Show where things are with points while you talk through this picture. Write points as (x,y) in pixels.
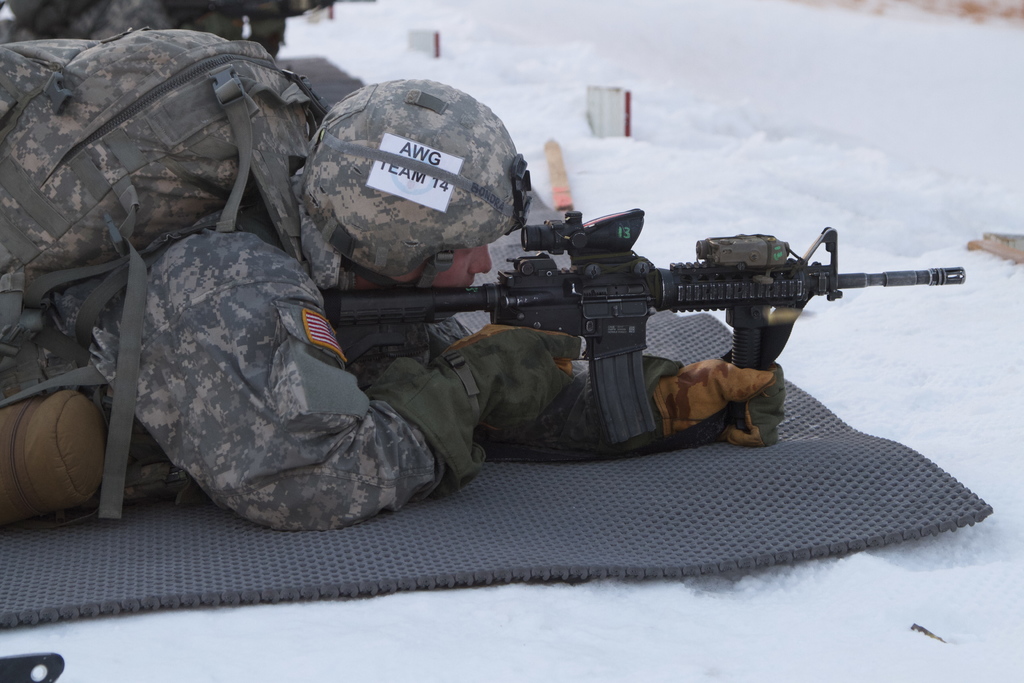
In this picture I can see a man (342,476) lying on the ground (460,514) is holding a gun (636,311) in his hand (549,344) and a backpack (280,243) on the back (271,162) and he wore a helmet (411,245) on his head (477,252) and I can see snow (726,216) on the ground (677,676) and I can see text (404,150) on the helmet (333,189).
